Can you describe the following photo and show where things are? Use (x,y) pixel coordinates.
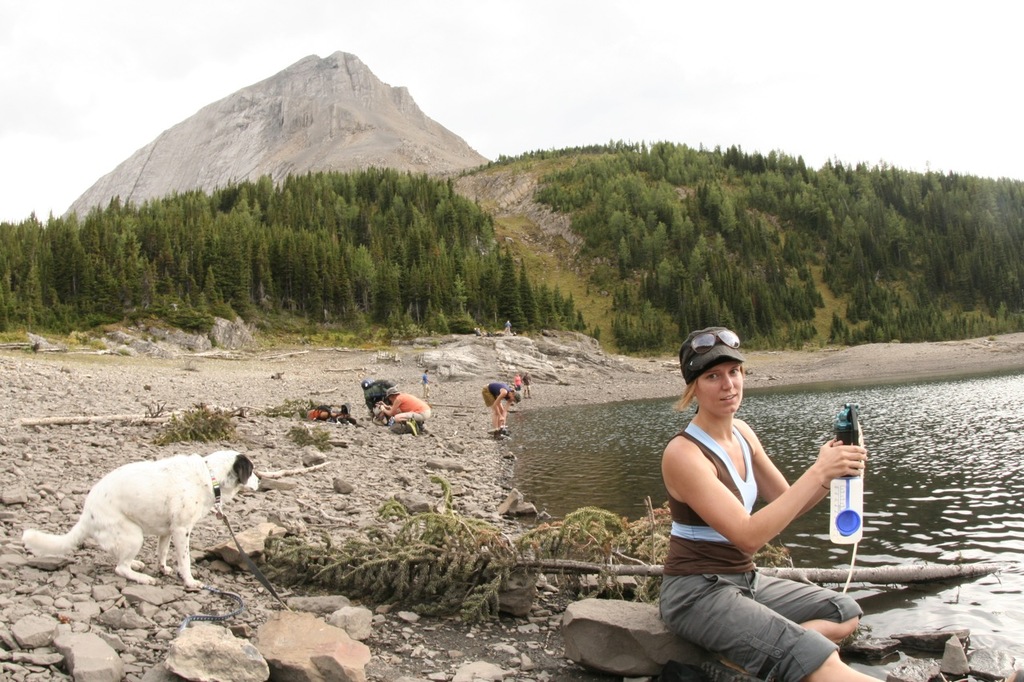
In the image we can see there are people (714,500) sitting near the lake (542,443) and there is a dog (162,495) standing on the ground (161,598). There is a woman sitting on the rock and holding water bottle (860,516) in her hand (860,454).
